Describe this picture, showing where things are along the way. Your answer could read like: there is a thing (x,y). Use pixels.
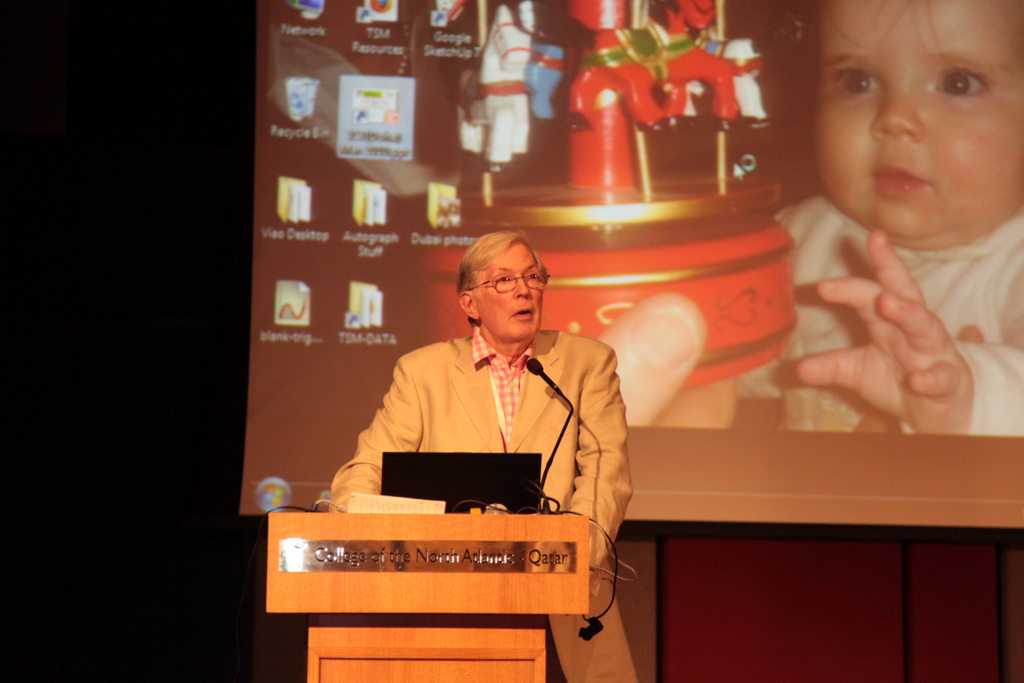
In this picture we can observe a person (507,405) wearing a coat (474,436) and standing near the podium (518,563). There is a laptop (436,473) and a mic (544,483) on the podium (370,536). In the background (394,196) we can observe a projector display screen (674,235) in which there is a baby (848,160) and a toy (676,237).
